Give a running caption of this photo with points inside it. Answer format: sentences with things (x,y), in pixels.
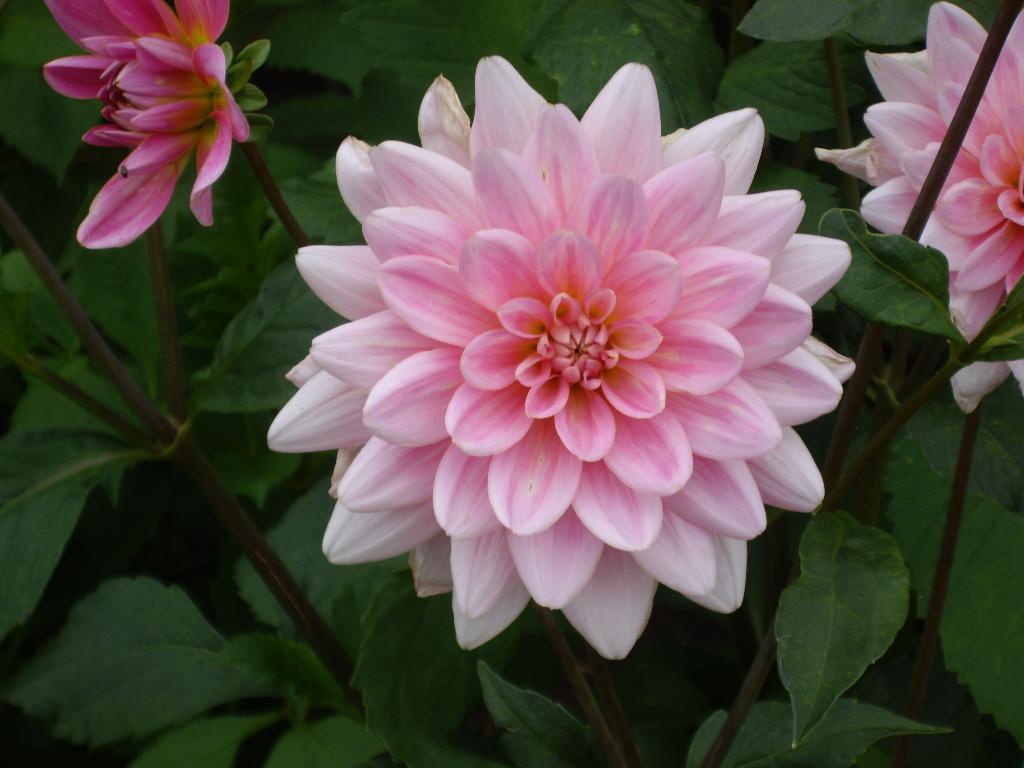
In this picture we can see some flowers (342,281) to the plants (297,568).
